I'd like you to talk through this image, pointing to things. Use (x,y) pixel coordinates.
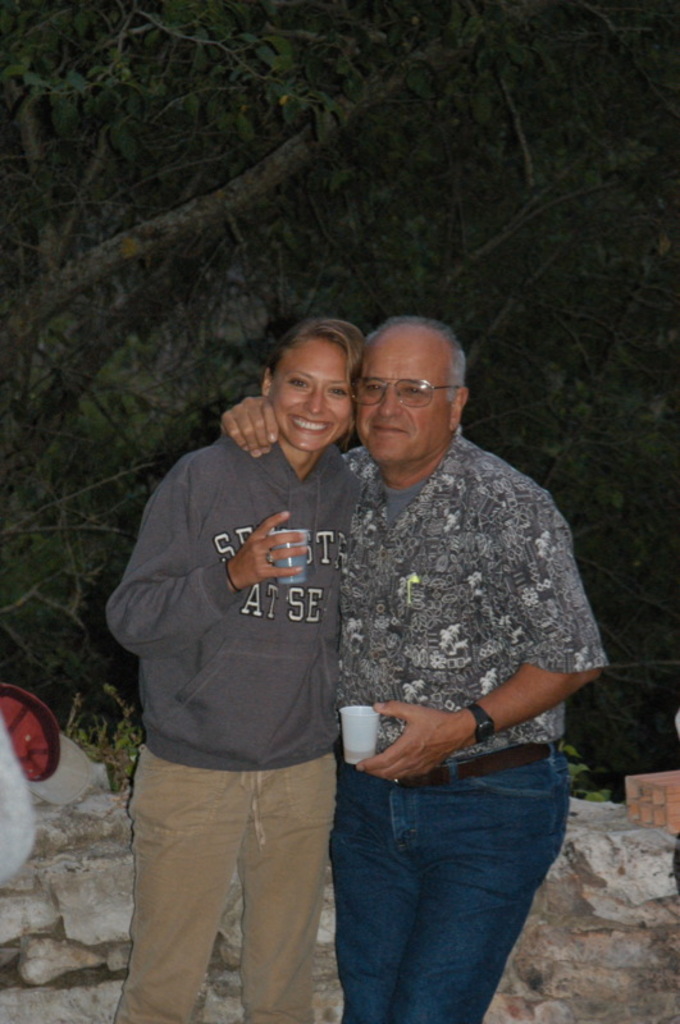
In this picture I can see there are two people (373,435) standing and they are holding glasses (304,562) in their hands (288,516), they are wearing shirt (349,609), a hoodie (139,601) and pants (275,892) and in the backdrop (628,868) there is a wall (119,883), there is a cap (48,739) and some other objects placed on the wall (631,864). I can see there are trees (427,278) in the background (331,204).
